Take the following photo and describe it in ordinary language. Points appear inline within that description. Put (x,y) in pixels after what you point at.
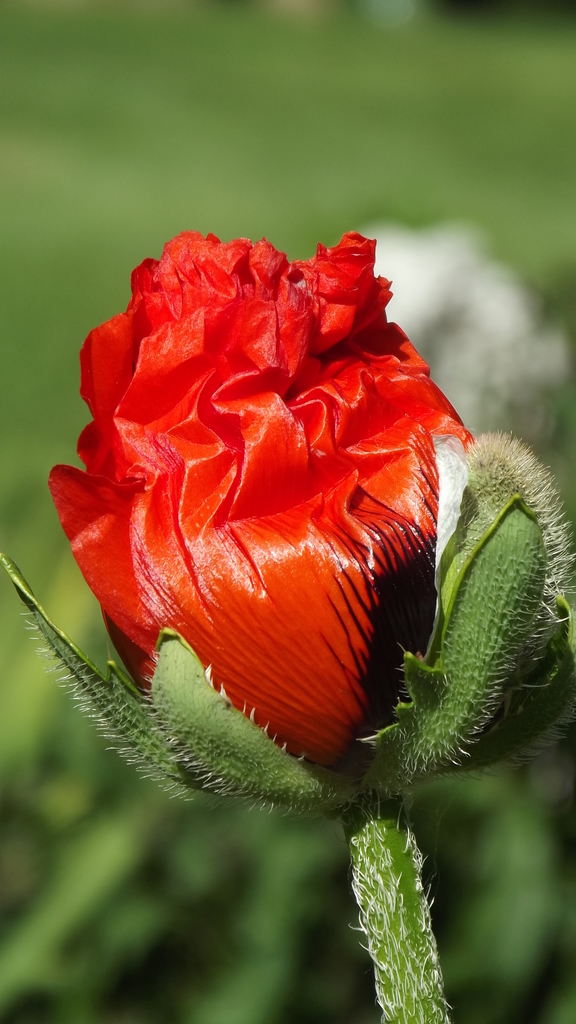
In this image we can see a flower (256,456) which is red in color and the background (305,39) image is blur.
